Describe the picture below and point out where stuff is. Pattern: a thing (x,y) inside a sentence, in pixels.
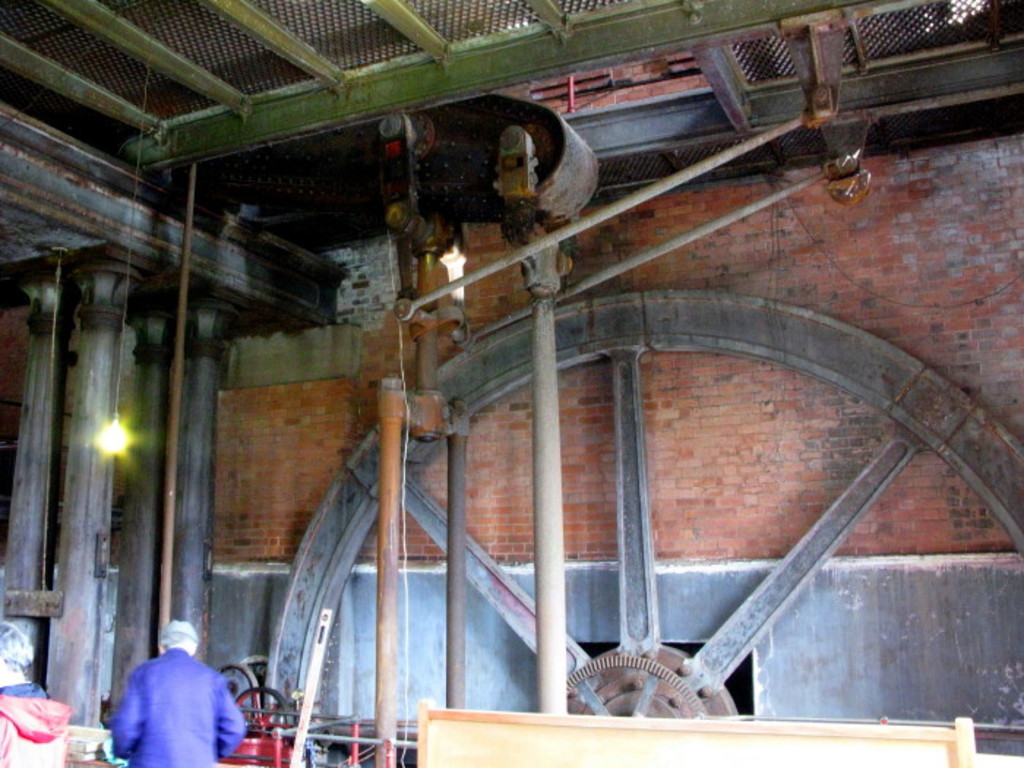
In this image we can see the brick wall (807,415), pillars (213,433), rods (351,747), wheel (616,487) and also the roof (439,40) for shelter. We can also see the light (121,432) hangs from the ceiling (168,20). On the left (36,725) we can see the people (154,667) and also some other objects (316,742).
